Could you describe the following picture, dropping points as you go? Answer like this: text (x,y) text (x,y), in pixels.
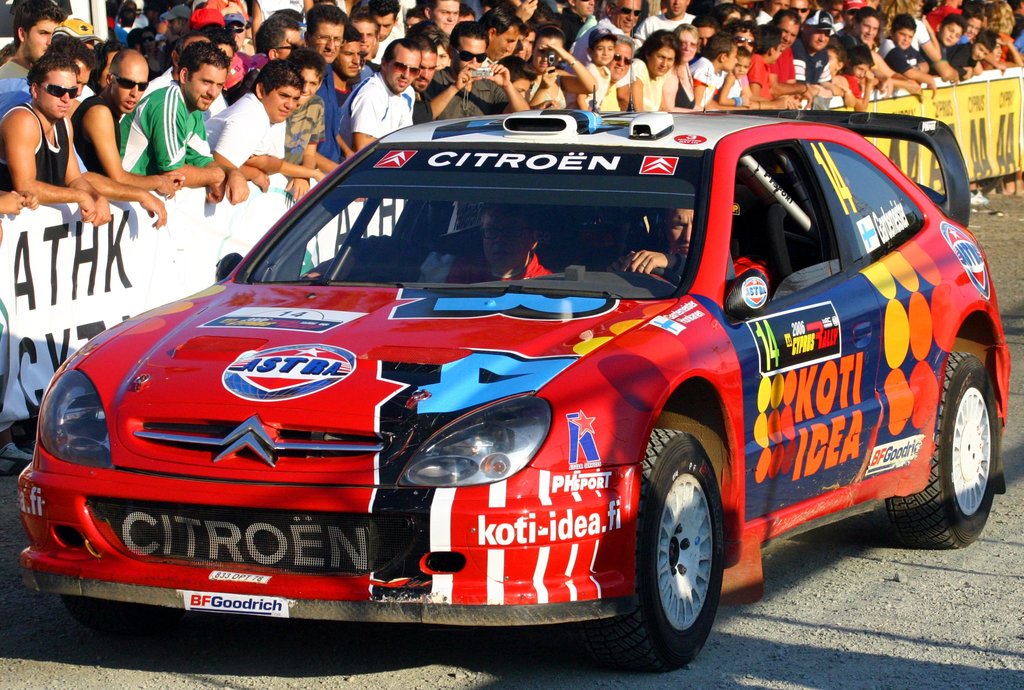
In this image we can see a car (643,425) on the road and there are people (492,266) sitting in the car (520,299). In the background (125,93) there is crowd (212,90) standing and we can see a board (955,109).
